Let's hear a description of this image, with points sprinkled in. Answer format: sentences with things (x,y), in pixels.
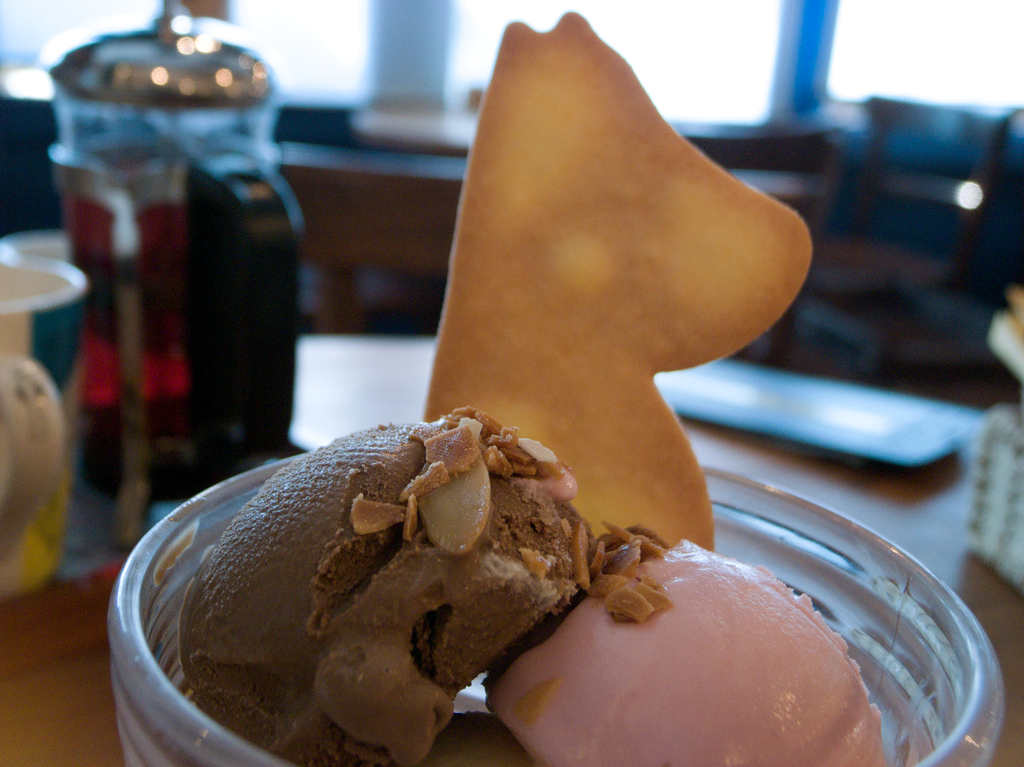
Background (1011,69) portion of the picture is blurry and few objects (1019,308) are visible. In this picture we can see ice-cream scoops (599,674), cookie (567,417) in a bowl (894,583). We can see jar (239,190), cup (44,389) and few objects (1006,423) on a table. We can see liquid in the jar (286,214). On the right side of the picture (817,195) we can see the chairs (985,209).
